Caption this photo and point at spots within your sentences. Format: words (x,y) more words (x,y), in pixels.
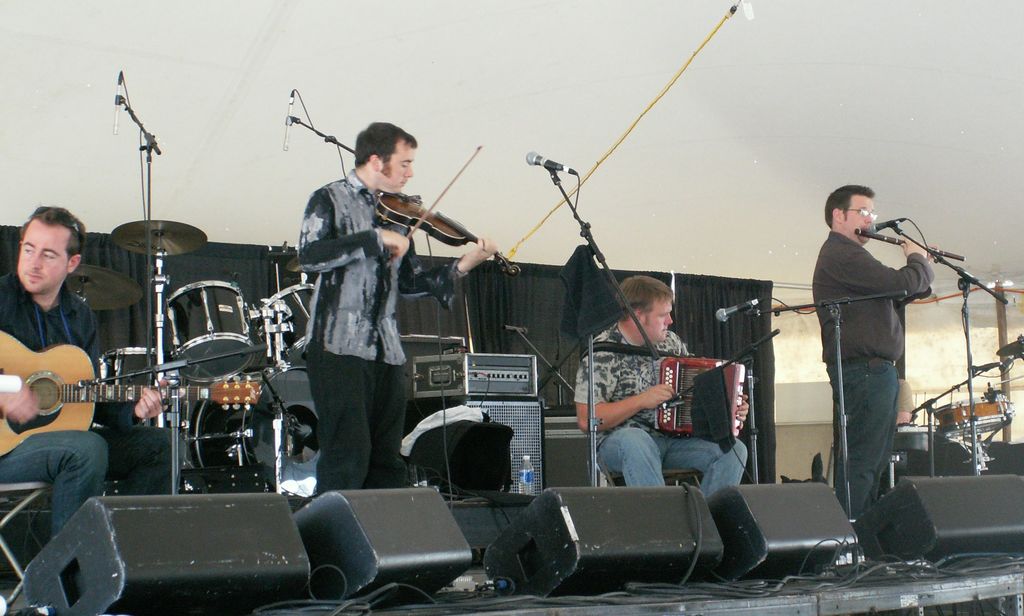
In this picture there are four persons (34,326), one of them is playing flute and another one is playing the violin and the person (52,319) sitting at the left (52,384) is playing the guitar (52,375) and the drum set (183,298) behind them.
